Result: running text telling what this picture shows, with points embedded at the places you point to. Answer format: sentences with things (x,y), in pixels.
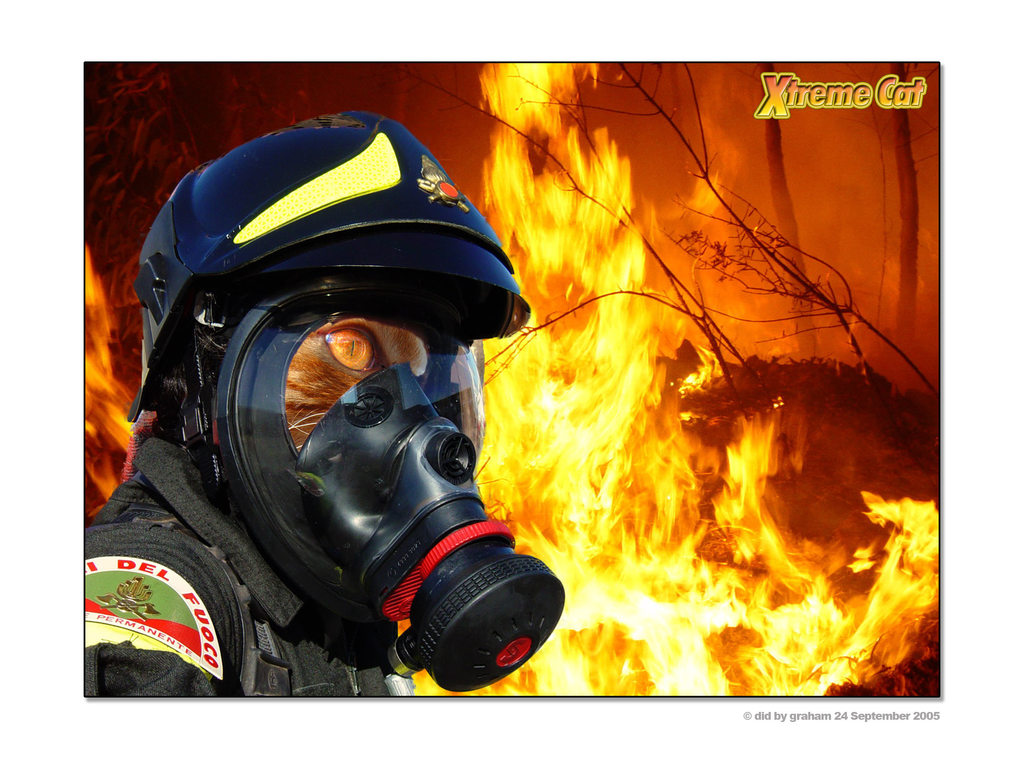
This is an animated picture. In this picture there is an animal (221,362) wearing mask (239,397) helmet (314,258) and coat (274,610). In the center of the picture (597,338) we can see trees (700,292) burning and there are flames (571,322). At the top (842,97) there is text (821,101).
